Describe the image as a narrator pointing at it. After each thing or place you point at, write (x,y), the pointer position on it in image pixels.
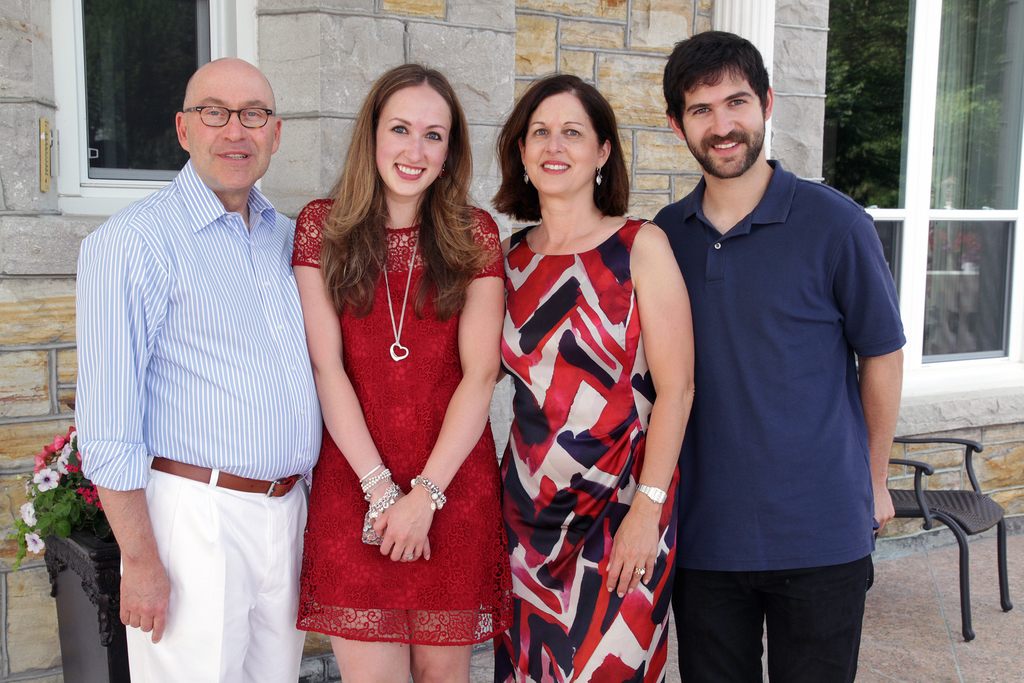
This picture is clicked outside. In the center (440,235) we can see the two women (513,201) wearing red color dress (529,297), smiling and standing on the ground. On the right (763,145) there is a man (744,181) wearing blue color t-shirt (800,234), smiling and standing on the ground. On the left (226,199) there is another man (230,199) wearing blue color shirt (205,321), smiling and standing on the ground (980,544). In the background (952,456) we can see a chair (964,500), building (462,26), house plant (87,487) and the windows (100,60) of the building (965,345) and through the window (946,90) we can see the trees (885,205).
